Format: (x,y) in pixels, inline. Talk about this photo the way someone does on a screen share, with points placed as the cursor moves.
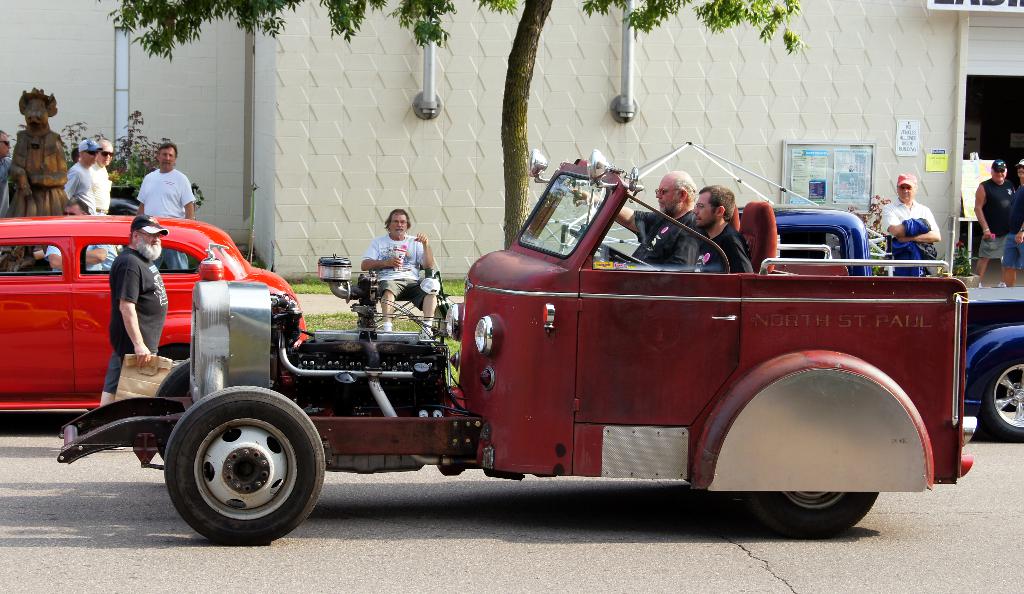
This picture is clicked outside. In the center (678,198) we can see the two persons (731,240) sitting on the vehicle (635,280) and we can see the group of vehicles (25,241), a person (386,272) sitting and we can see the group of persons (123,303). On the left corner (48,140) we can see the sculpture of some object (48,140). In the background (349,109) we can see the wall (377,107), metal rods (626,79), tree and some other objects (827,182).
